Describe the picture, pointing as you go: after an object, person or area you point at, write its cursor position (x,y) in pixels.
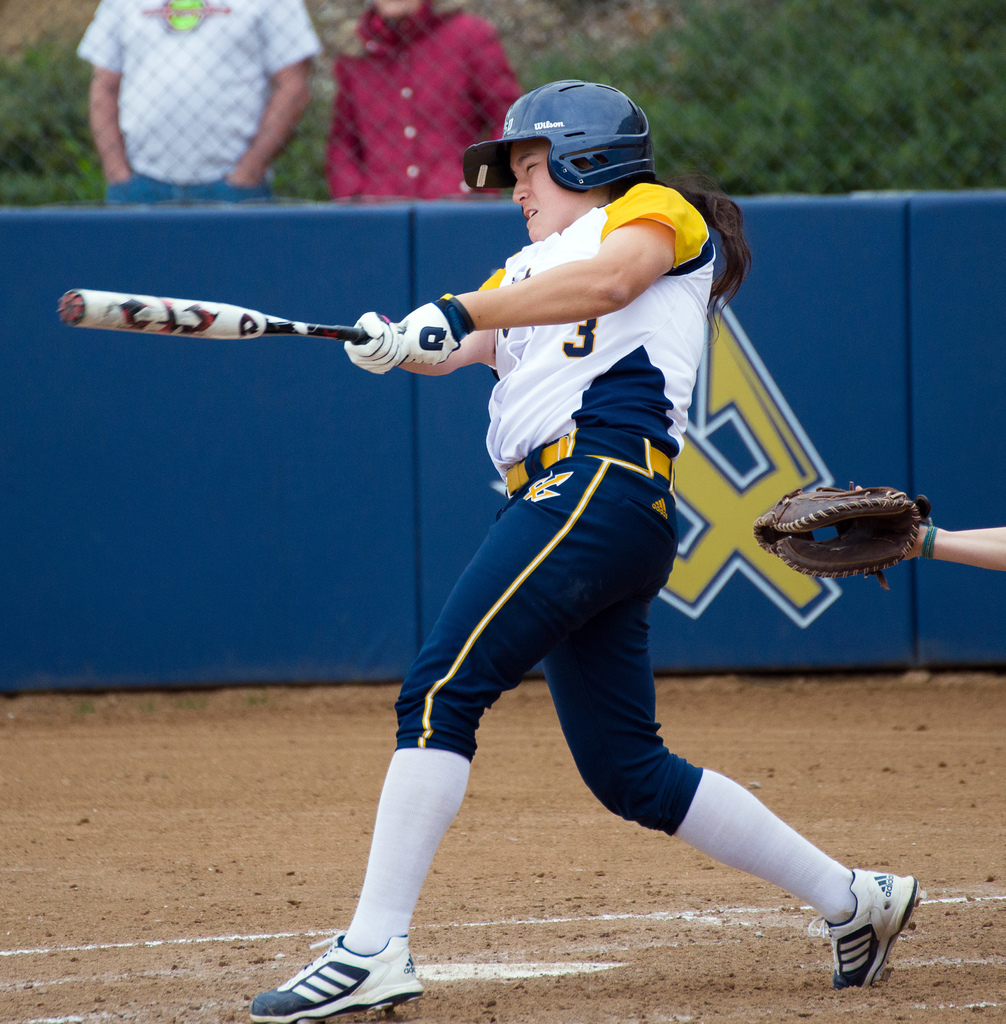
A person (627,549) is standing and playing baseball. There is a hand (991,546) of a person (975,549) on the right (843,542) holding a glove (774,535). There is a fence (787,577) at the back (452,379). Behind it there are trees (843,59) and 2 people (267,128) are standing.
